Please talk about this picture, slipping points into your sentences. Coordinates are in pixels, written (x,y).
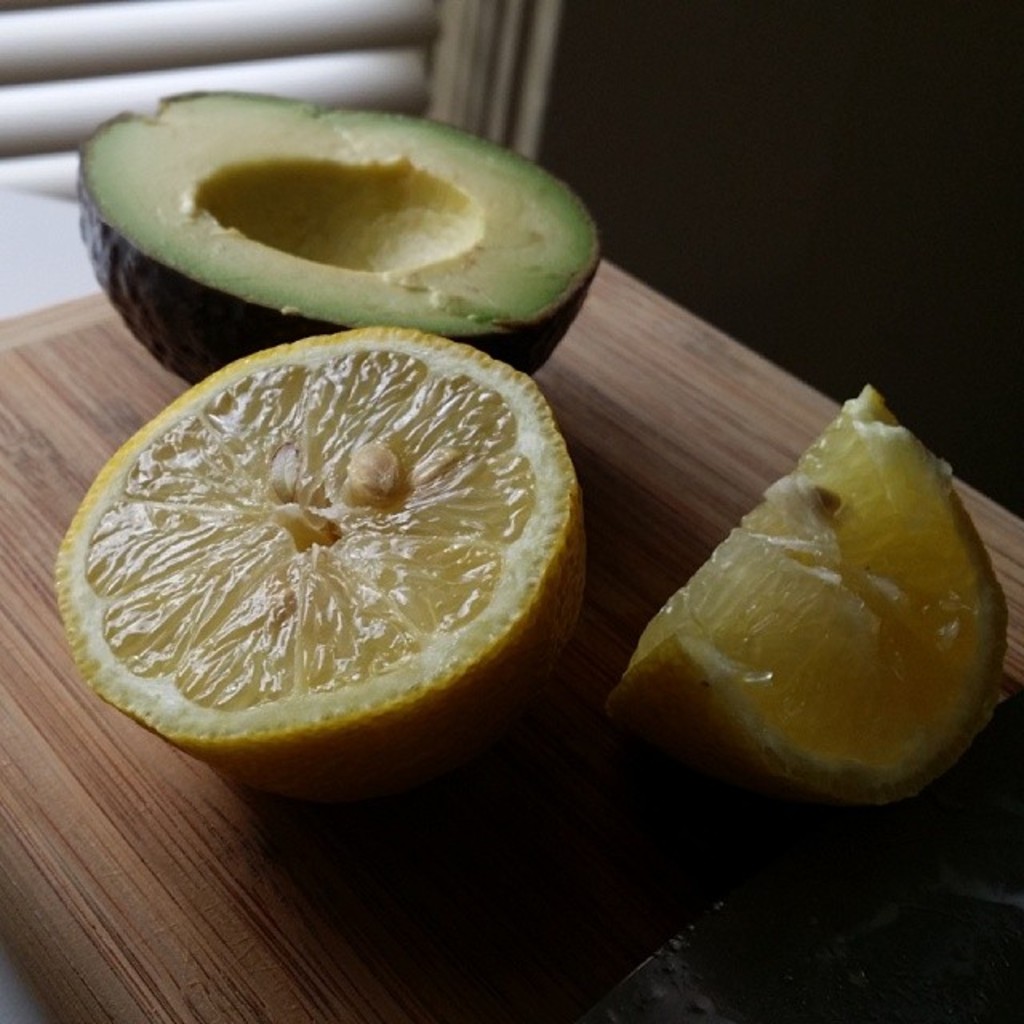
There are pieces of lemon (405,337) and avocado (328,263) on a wooden surface (279,815).
